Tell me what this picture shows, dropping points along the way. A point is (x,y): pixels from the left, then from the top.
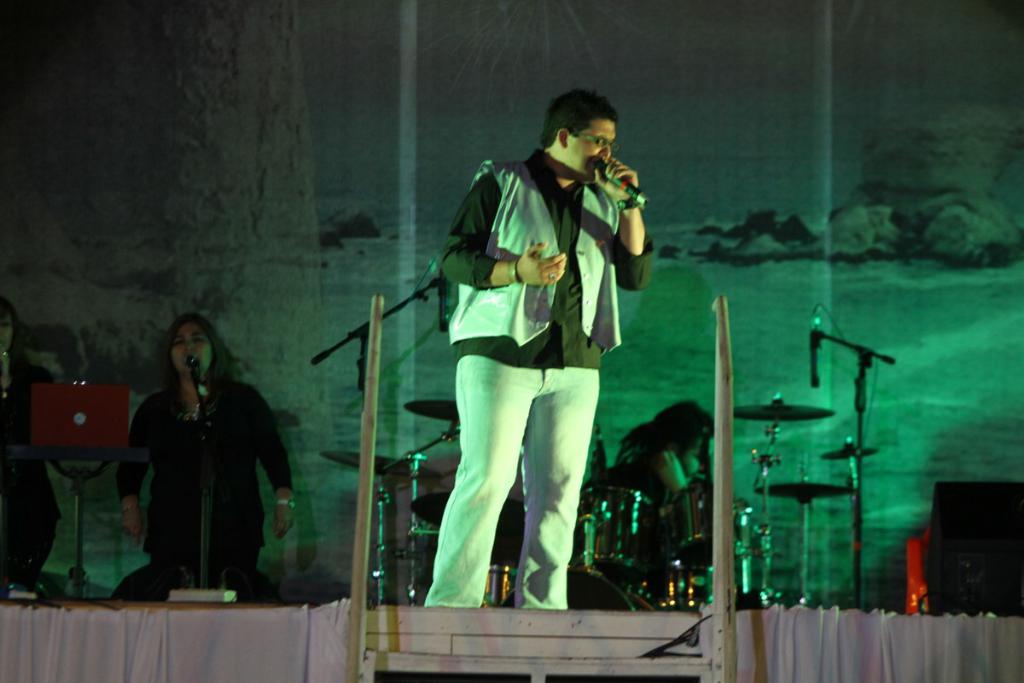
In this image, there are a few people (521,430). We can see some microphones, musical instruments (500,595) and poles (724,640). We can also see some white colored cloth (742,638) at the bottom (67,613). We can see the background (1007,226) and some objects (922,537) on the right (959,597). We can see a stand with an object (88,413).
